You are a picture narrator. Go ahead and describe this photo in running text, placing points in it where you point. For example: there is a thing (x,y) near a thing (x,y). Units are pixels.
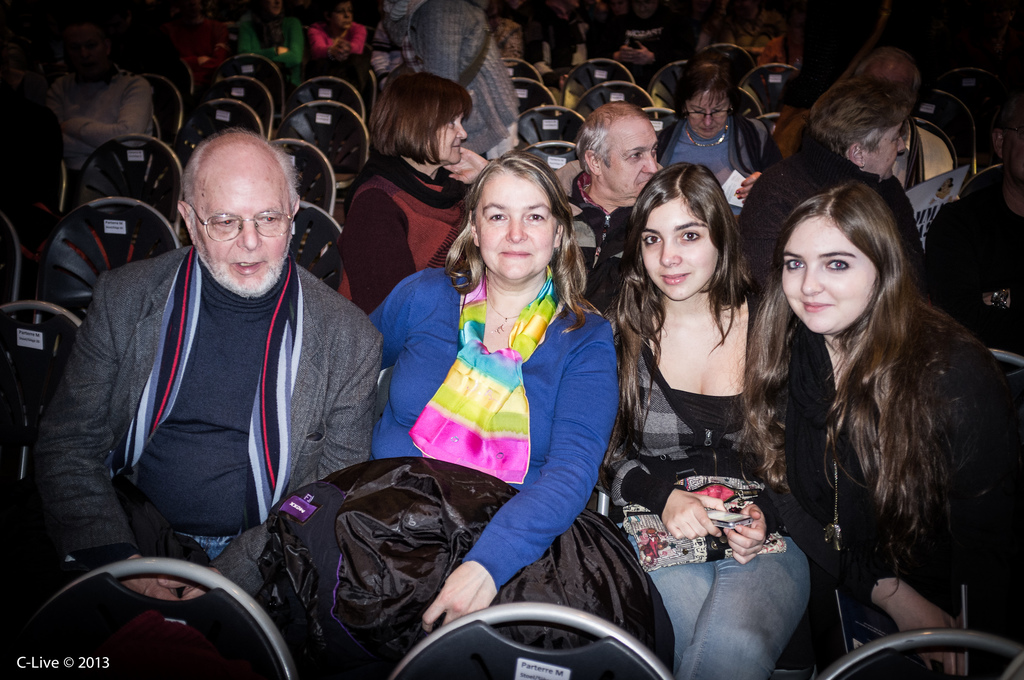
In this image we can see group of people (723,239) are sitting on the chairs (306,53). Here we can see bags (643,552), stickers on the chairs (145,205), and papers (947,195). At the bottom of the image (22,659) we can see something is written on it.
